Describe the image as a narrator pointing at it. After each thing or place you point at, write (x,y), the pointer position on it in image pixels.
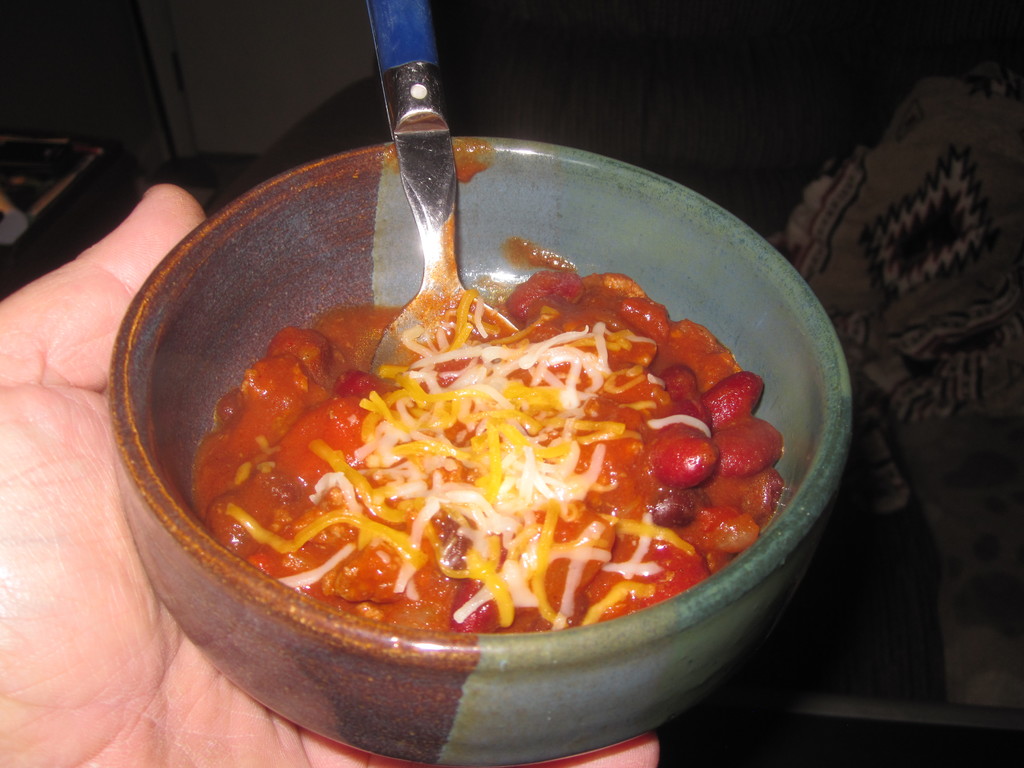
In this image we can see a person's hand (78,388), holding a bowl (683,211) with some food (486,336) and a spoon (419,151), also we can see the background (841,117) is blurred.
